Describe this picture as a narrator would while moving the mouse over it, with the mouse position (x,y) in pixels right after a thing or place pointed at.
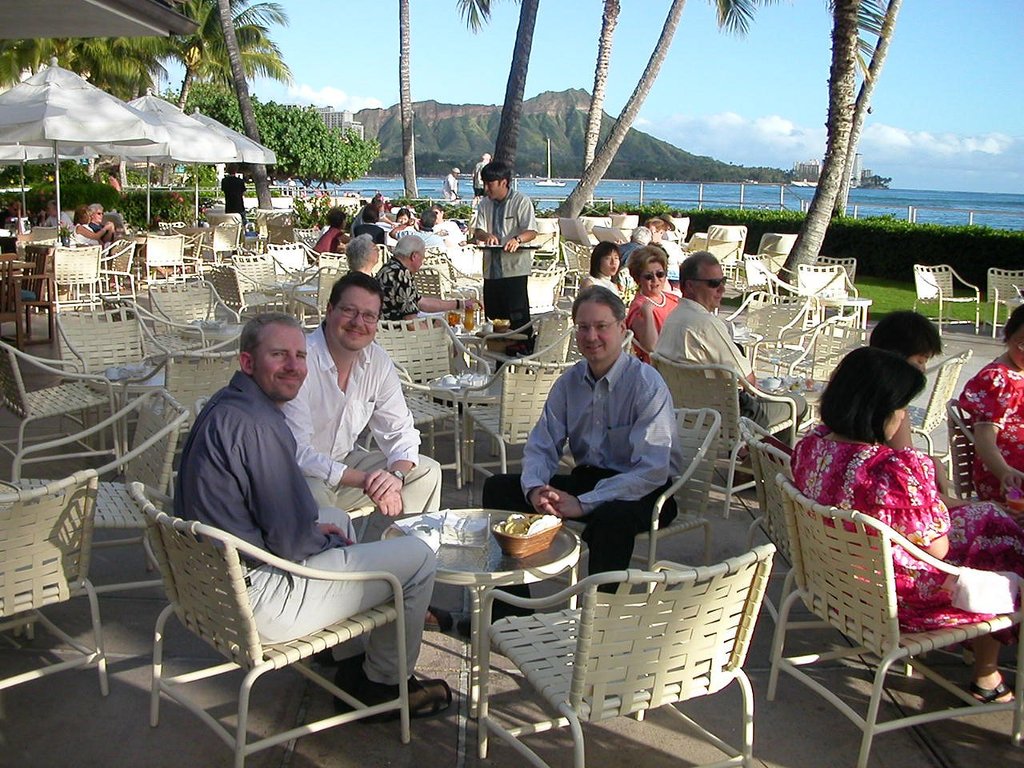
In this picture we can find three men (359,352) staring at the person who is taking the photograph. They have a table (443,566) before them and the table (491,549) has some tissues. There are some people (608,271) behind them, there is a woman (660,283) speaking. And there is a waiter (515,293) taking the order, and there are some trees (216,113) and a mountain (418,110), sea (934,192) and the sky (935,75) is clear with some clouds (935,147).
